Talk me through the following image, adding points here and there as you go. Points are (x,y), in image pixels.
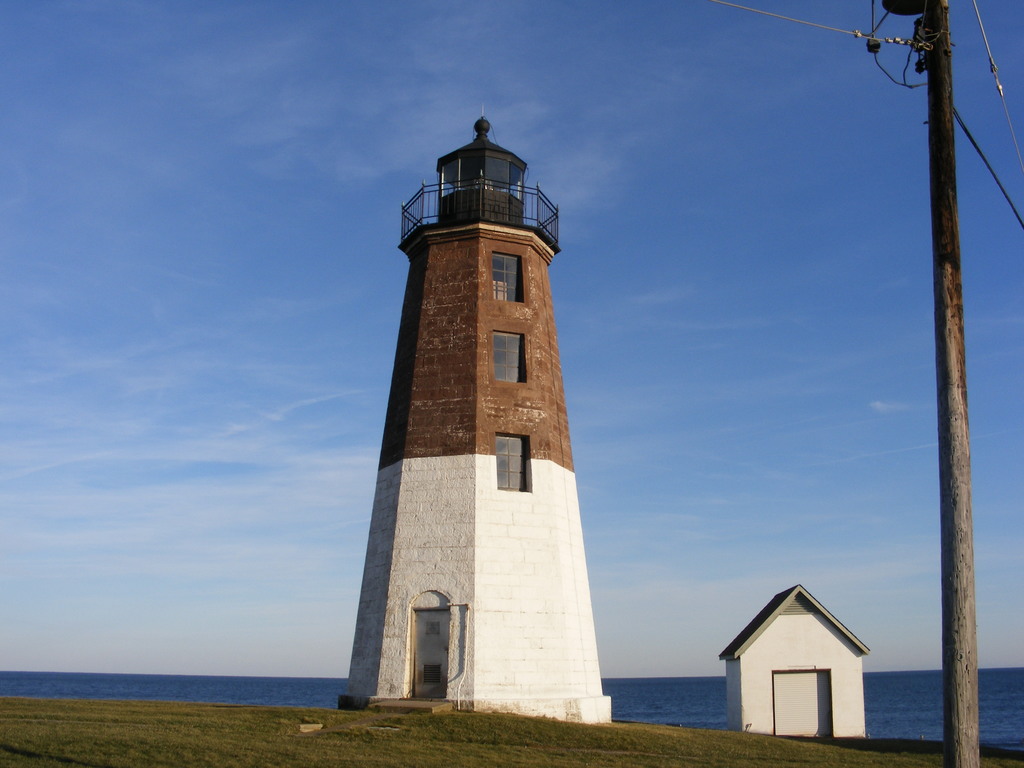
This is an outside view. I can see the grass (266,739) on the ground (650,732). On the right side (843,723) there is a pole (951,638) and a house (826,651). In the middle of the image (473,295) there is a tower (468,659). In the background (270,695), I can see an ocean (151,690). At the top of the image (211,157) I can see the sky (67,494).
